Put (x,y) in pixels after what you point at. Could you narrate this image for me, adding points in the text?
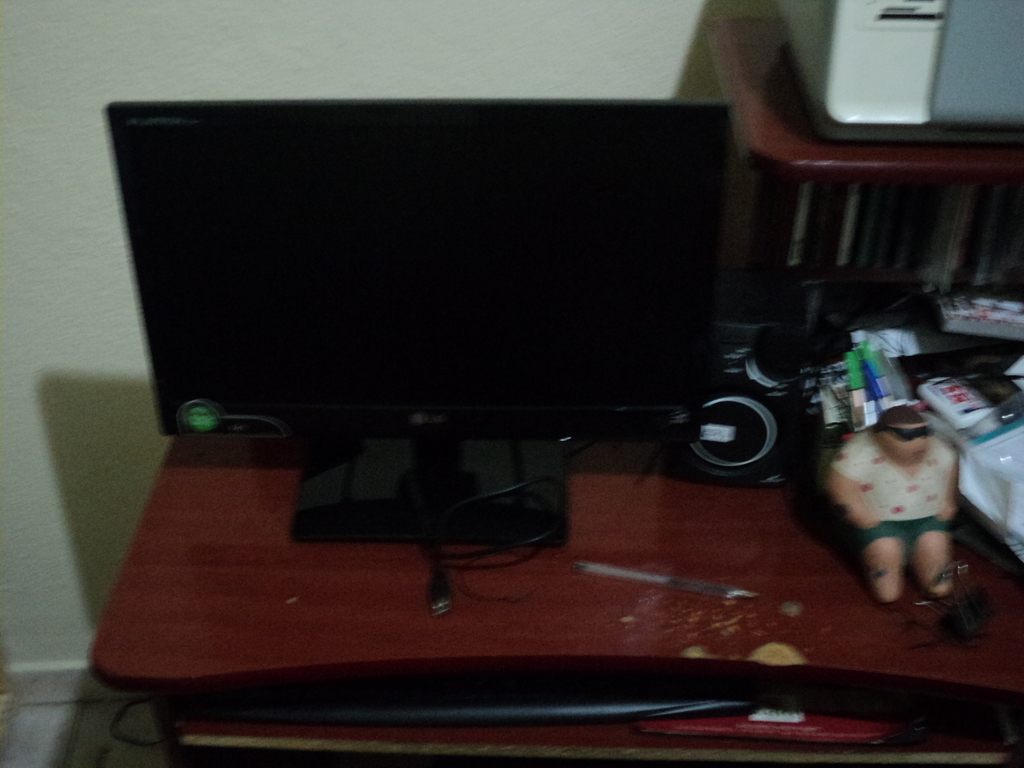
In this image there is a monitor (522,318), speaker (719,442) and a few other objects (940,390) are placed on top of a table (536,602), behind the table (422,600) there is a wall (261,42).
